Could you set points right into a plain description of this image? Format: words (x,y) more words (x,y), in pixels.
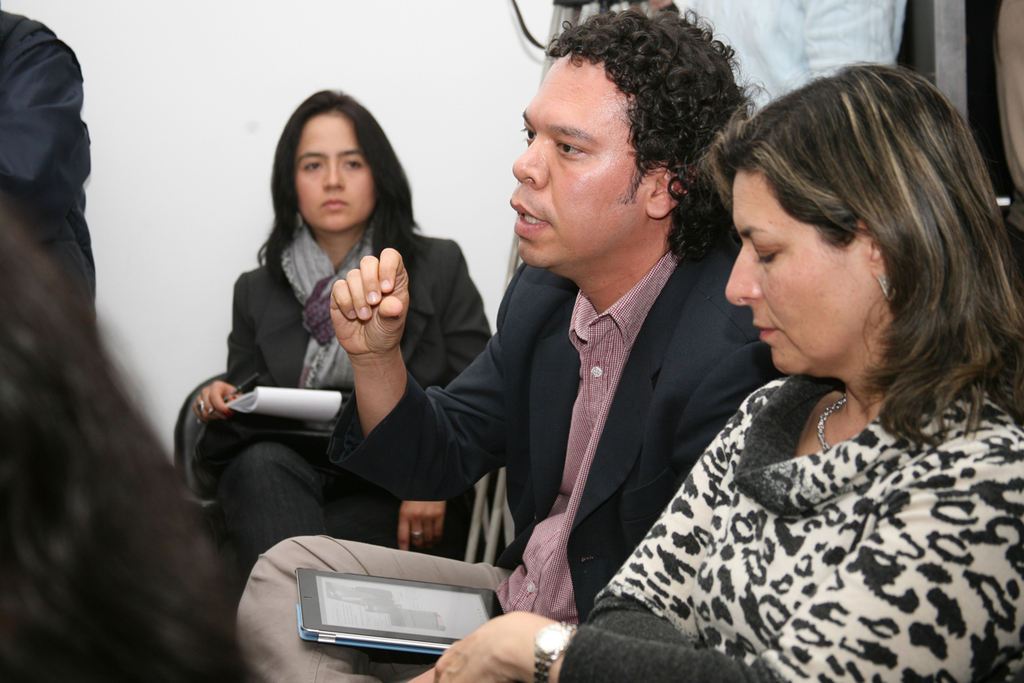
This is the picture of a few people (765,452) where we can see a woman (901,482) sitting and holding an object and there is a person (536,136) who is having an object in his lap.
